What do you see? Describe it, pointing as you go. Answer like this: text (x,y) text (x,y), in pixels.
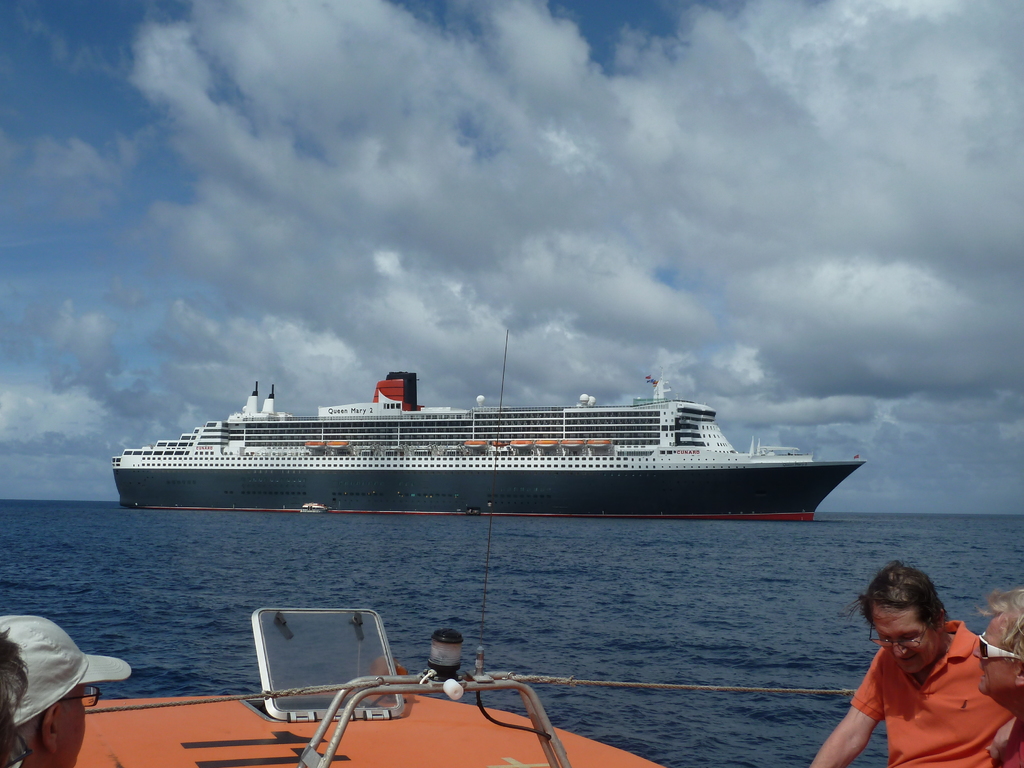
This image is taken outdoors. At the top of the image (175,210) there is the sky (152,304) with clouds (662,140). At the bottom of the image (304,732) there is a ship (333,725) on the sea (403,527). In the middle of the image (540,452) there is a sea (547,596) and there is a ship (497,450) on the sea (785,530). On the left (15,670) and right sides of the image there are four people (57,707) on the ship (140,717).
